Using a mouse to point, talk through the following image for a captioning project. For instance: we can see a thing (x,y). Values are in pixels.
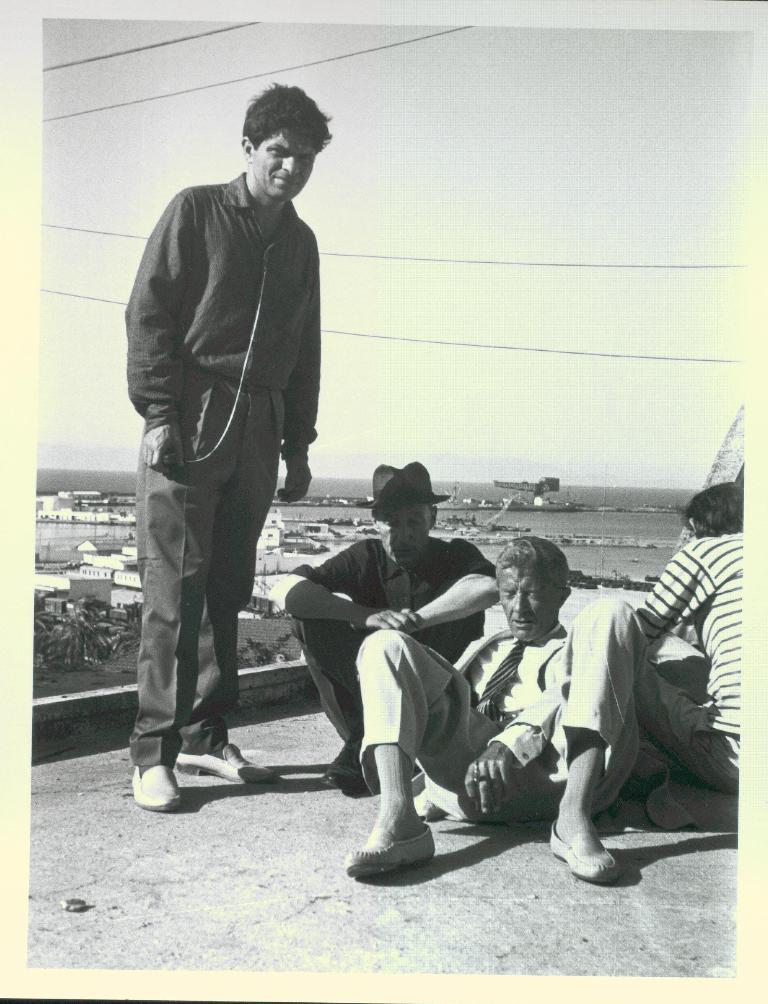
In this image, we can see few people (429,775). Few are sitting. On the left side (148,768), a person (143,758) is standing. Here a person (392,486) is wearing a hat (396,499). Background (51,661) we can see few buildings (46,566), houses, trees (41,669). Top of the image (631,284), there is a sky (428,417) and wires (322,333).
